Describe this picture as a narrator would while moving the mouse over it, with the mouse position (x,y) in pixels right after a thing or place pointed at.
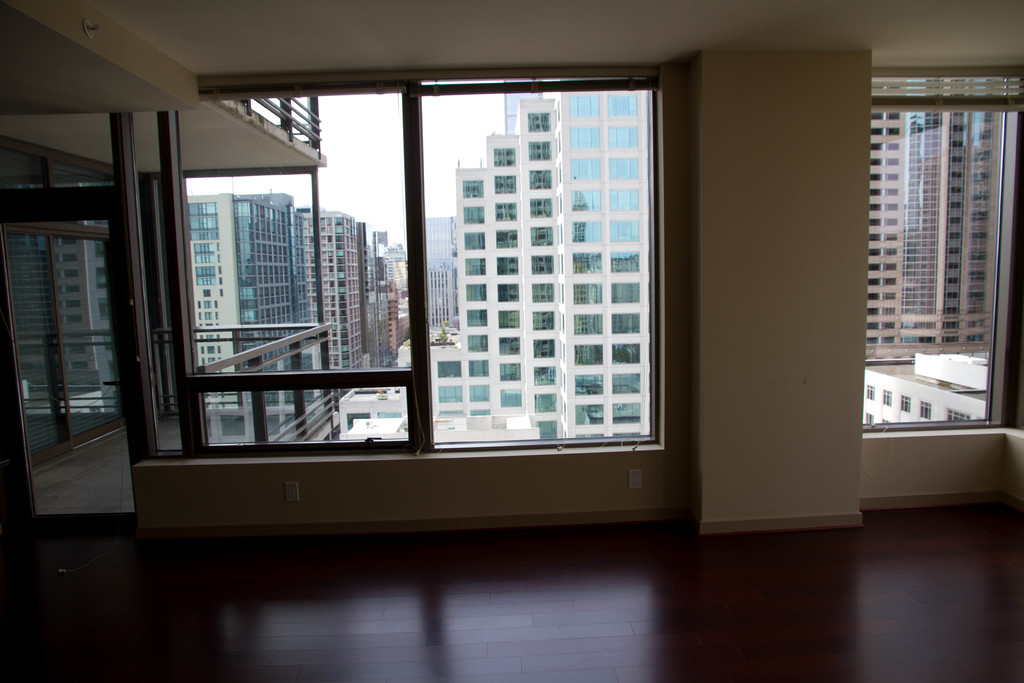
Here in this picture we can see windows (924,307) present on a room (769,135) over there, through which we can see number of buildings (403,253) present outside over there and we can also see windows (542,318) on the buildings (446,268) over there.
